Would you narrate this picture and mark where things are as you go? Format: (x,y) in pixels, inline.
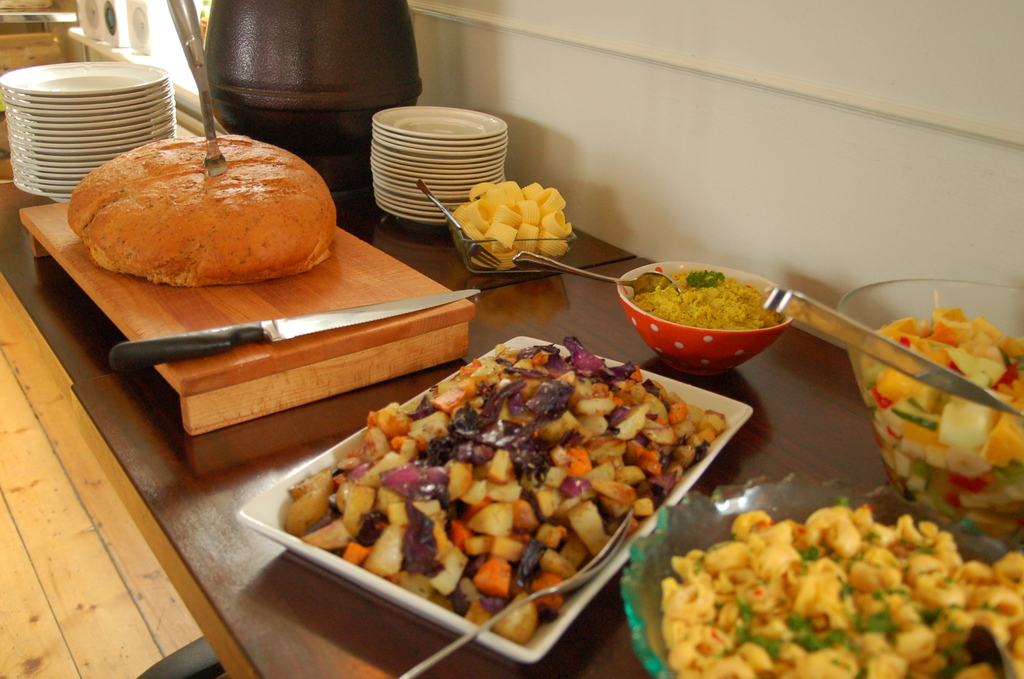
There are food items (906,528) arranged on the bowls (898,318) and on a tray (727,409). These are all arranged on a wooden table (213,589). In the background (325,243), there is a food item (183,140) on a wooden cutting board (324,274) on which, there is a knife (216,337), there are saucers (89,132) arranged and there is a white wall (475,44).
